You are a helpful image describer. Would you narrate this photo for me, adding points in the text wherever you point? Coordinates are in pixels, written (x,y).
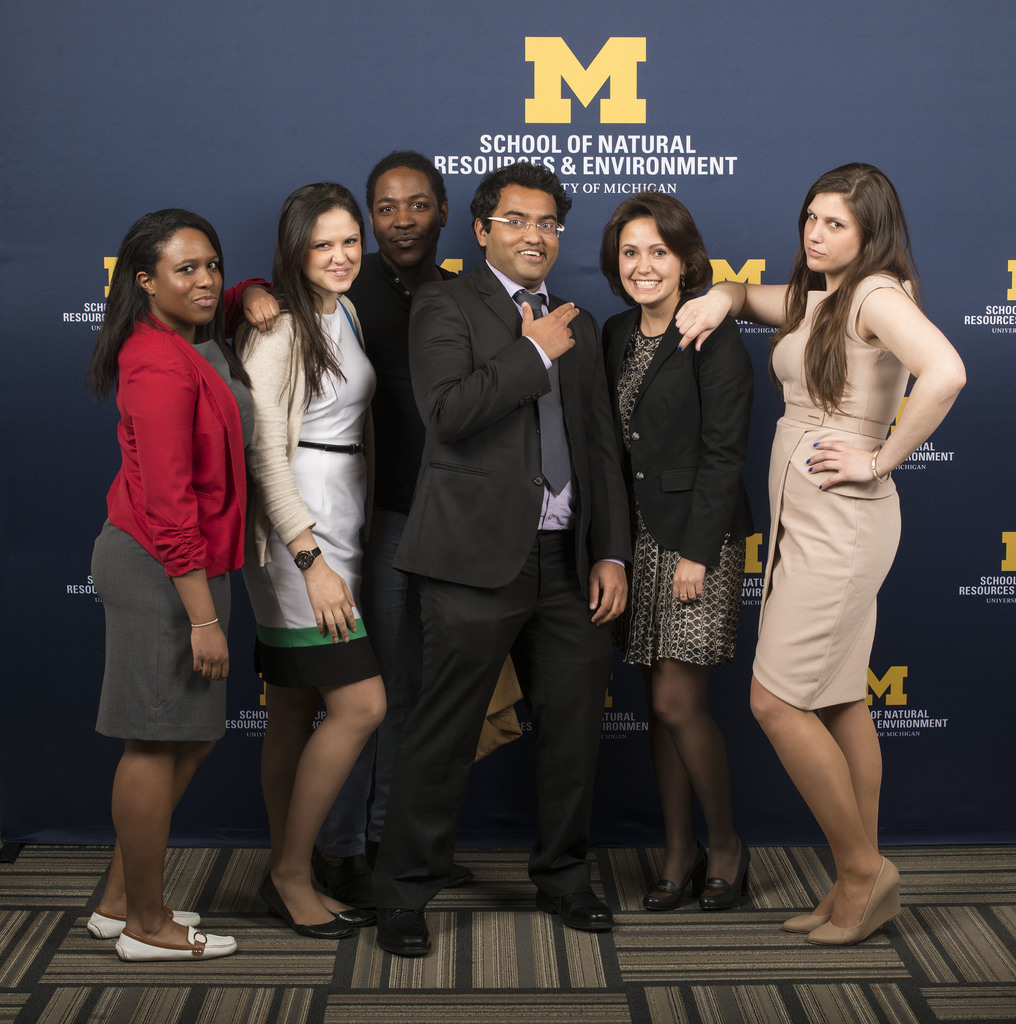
In front of the image there are a few people (662,398) standing on the mat (648,872) and they are having a smile on their faces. Behind them there is a banner (354,176) with some text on it.
